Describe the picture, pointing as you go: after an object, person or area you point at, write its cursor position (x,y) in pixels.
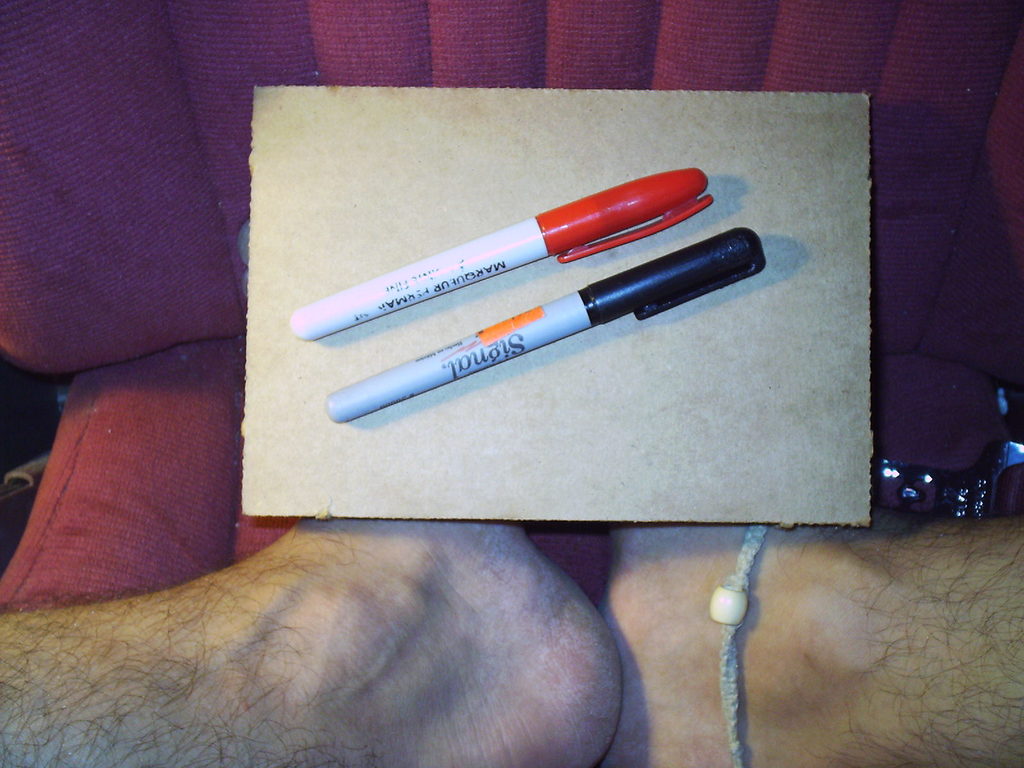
In this image in the front (679,650) there are legs (648,704) of the person (654,710) visible. In the center (494,313) there are pens (501,271) on the cardboard (643,328) and there is a sofa (996,380) which is red in colour and there is a metal object (954,471) on the sofa (948,220).
